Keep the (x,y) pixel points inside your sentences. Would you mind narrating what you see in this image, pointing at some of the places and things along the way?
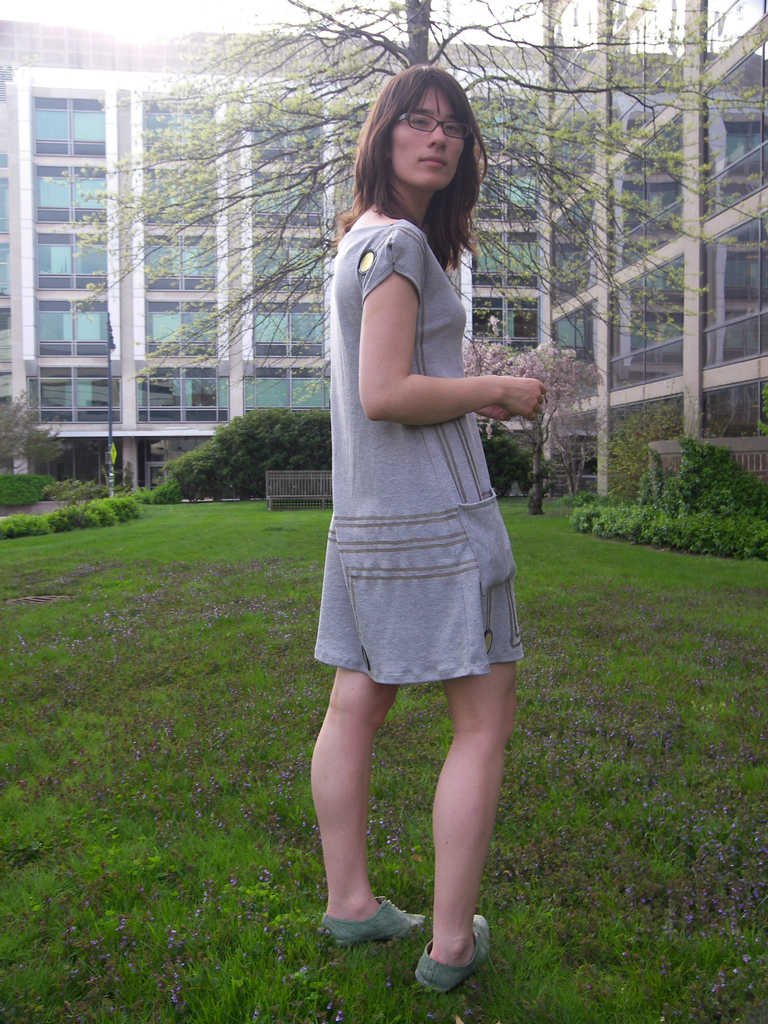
In the center of the image (340,358) we can see woman (406,461) standing on the grass (467,987). In the background (613,331) we can see buildings (30,138), trees (9,411), pole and sky (181,19).
